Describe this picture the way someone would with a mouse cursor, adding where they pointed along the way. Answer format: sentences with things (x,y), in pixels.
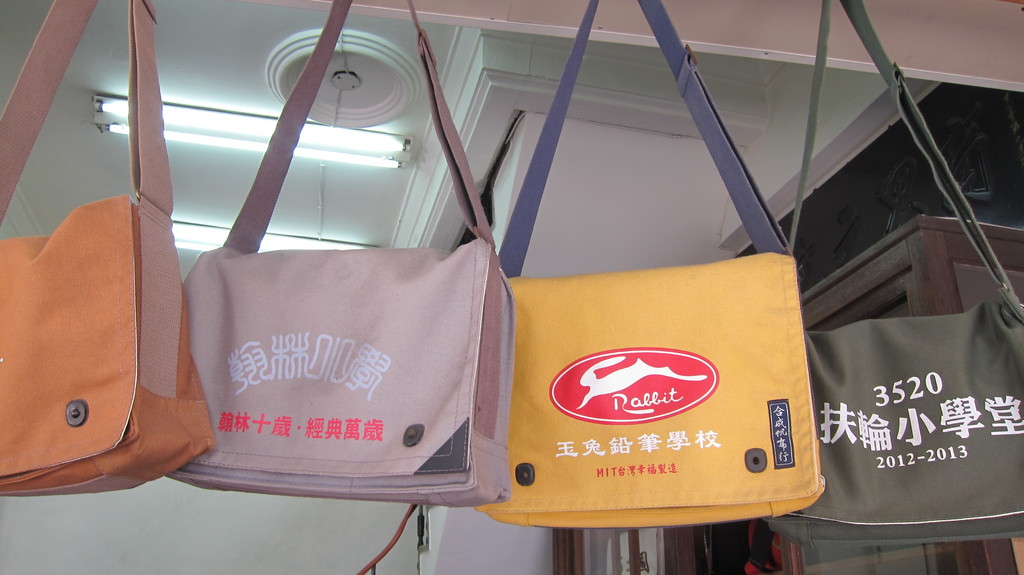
In this image there are four bags (565,374) one, two, three, four. Bag (951,423) at the right side (970,432) is green in colour we can read 2012-2013 and 3520 on the green bag (938,391) and left side of the green bag (843,393) there is yellow colour bag (705,331) where we can read rabbit the left side of the yellow bag (640,412) grey colour bag (377,368) is there and on the left side of the grey colour bag (220,359) there is one brown colour bag (80,329) these all four bags (389,334) are hanging. In the background (245,530) we can see a wall (245,543), a roof (338,213) and tube light (219,137) on the roof (211,156). At the right side (897,256) we can see a furniture (896,276).
